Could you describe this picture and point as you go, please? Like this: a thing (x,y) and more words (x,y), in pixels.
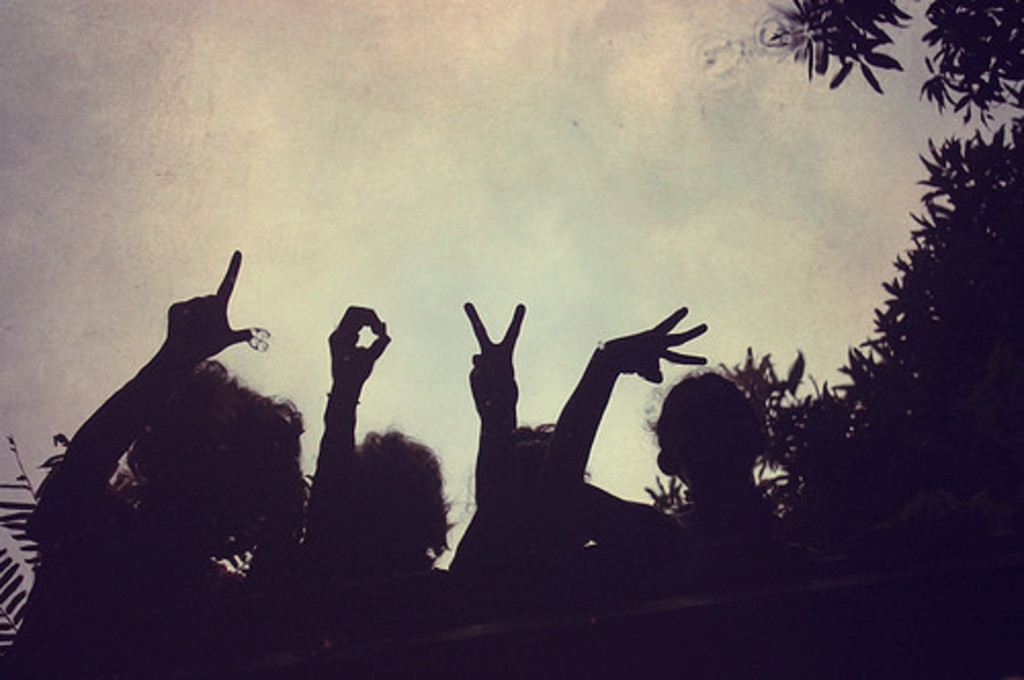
At the bottom of the picture (722,475), we see four children (409,531) are standing. They are posing for the photo. They are making alphabet with their fingers (381,333). On the right side (840,442), we see the trees (911,342). At the top (400,105), we see the sky (453,144).
